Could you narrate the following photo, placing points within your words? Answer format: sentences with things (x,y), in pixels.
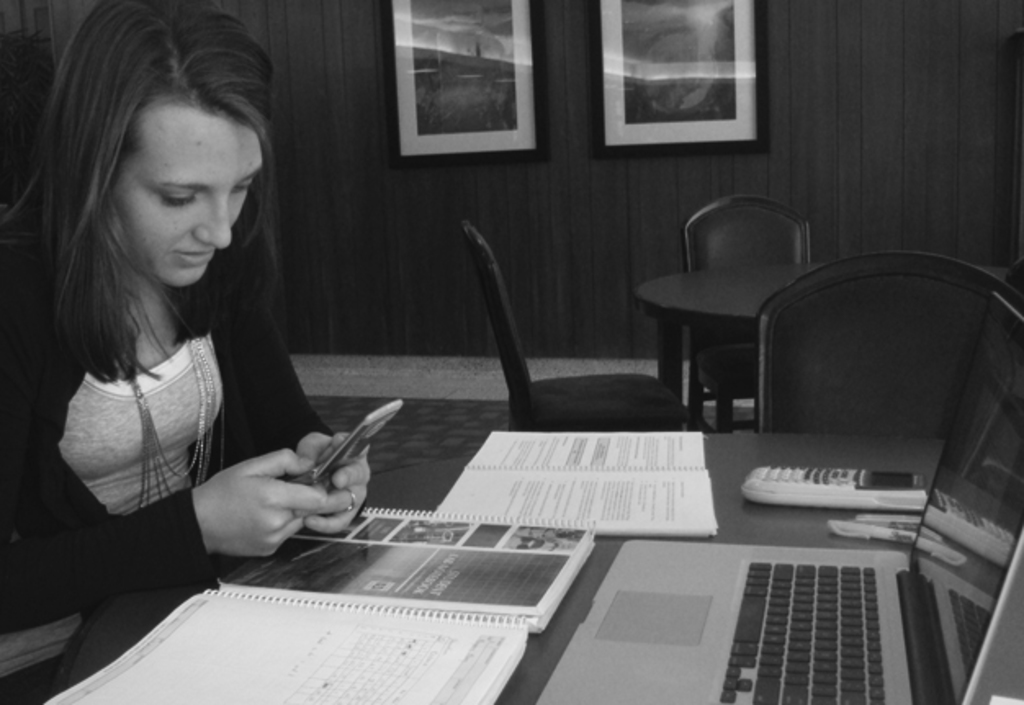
In this picture there is a girl (194,51) who is sitting on the left side of the image (206,46), she is operating a phone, there is a table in front of her on which, there is a laptop (966,391), books (654,484), and a calculator (868,490), there are chairs (848,294) on the right side of the image (854,306) and there are portraits (517,148) at the top side of the image (492,40).
